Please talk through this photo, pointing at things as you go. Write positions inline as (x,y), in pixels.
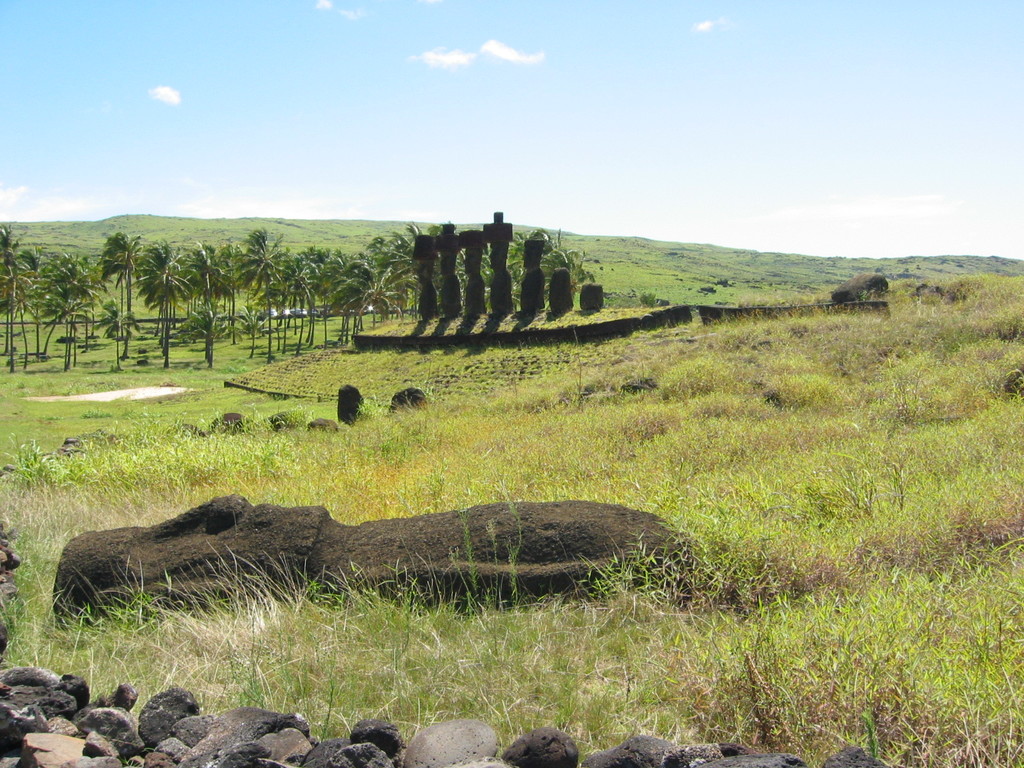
In the image in the center (435,422) we can see trees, stones (557,587) and grass (603,402). In the background (518,77) we can see the sky (315,74), clouds (45,216) and hill (221,225).
